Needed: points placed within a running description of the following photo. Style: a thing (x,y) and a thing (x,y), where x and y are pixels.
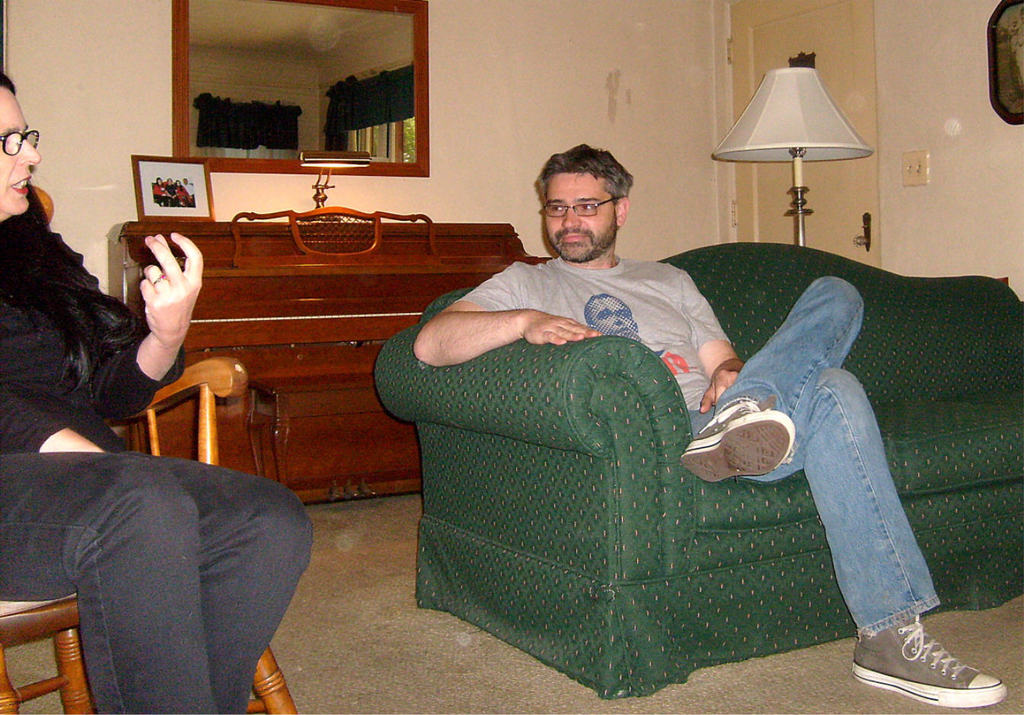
The person (682,315) in the right (764,324) is sitting in a green sofa (873,359) and there is another person (139,342) sitting in a chair (129,443) beside him and there is a mirror (294,98) and a wooden piano (330,274) behind them.
